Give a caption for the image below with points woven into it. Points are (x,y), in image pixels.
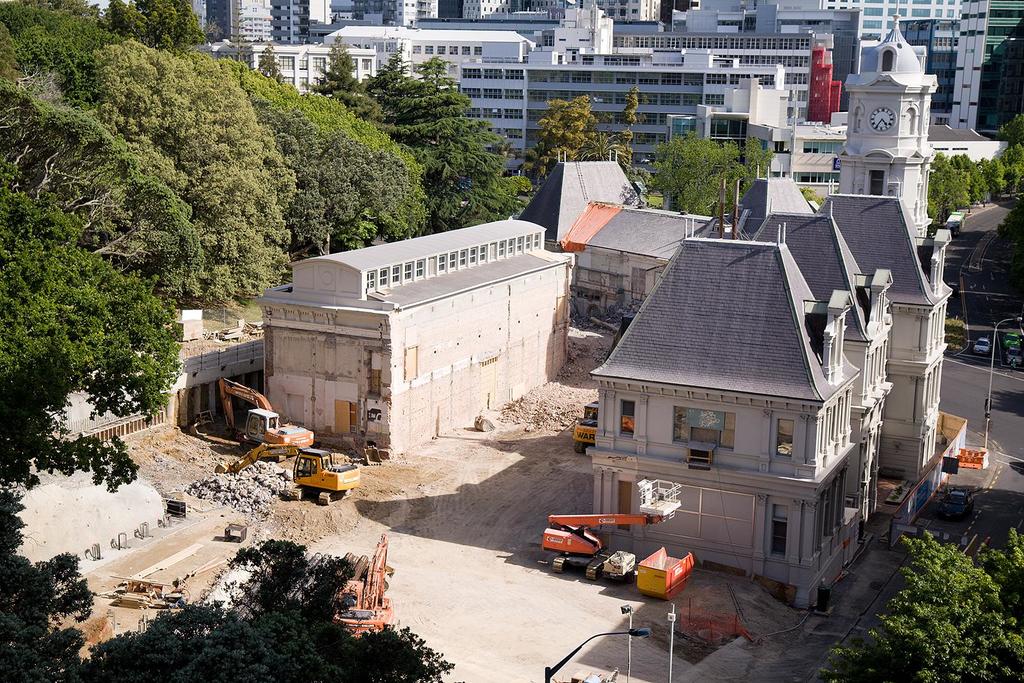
In this picture we can see few trees (271,272), vehicles (262,439), buildings (353,362) and poles (1007,321), and also we can see few cars (1008,352) on the right side of the image (1011,337).
